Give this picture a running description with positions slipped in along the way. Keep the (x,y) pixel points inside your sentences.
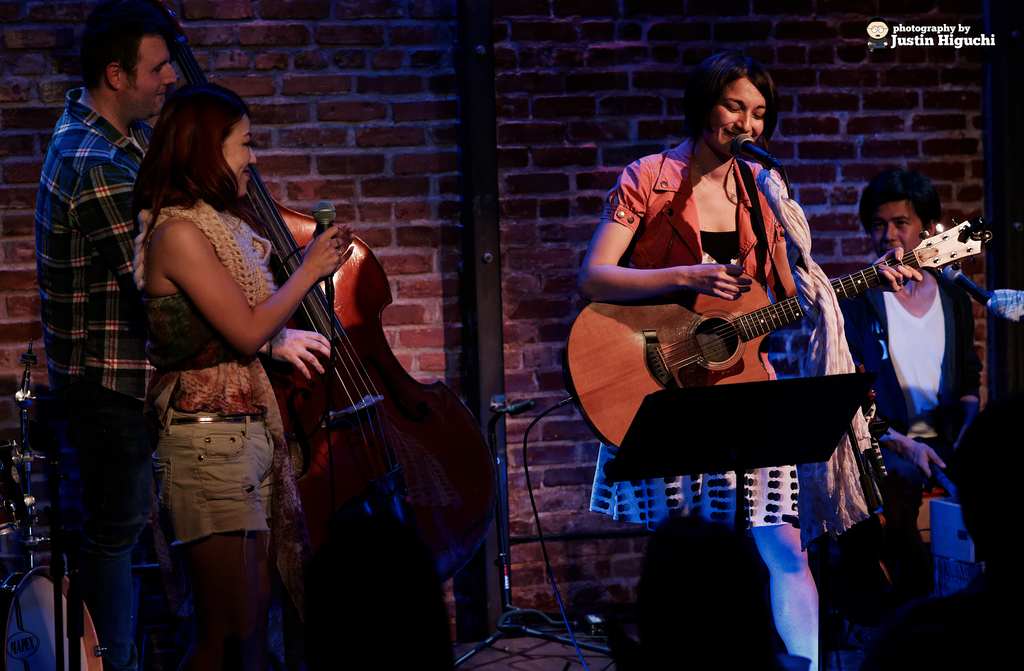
There is a woman (706,203) standing and she is holding a guitar (629,355) in her hand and she is singing on a microphone (764,150). There is a another woman (145,274) standing on the left side (176,262) and she is also holding a microphone (331,283) in her hand (349,254) and she is smiling. There is another man (122,22) standing extreme left to a woman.
